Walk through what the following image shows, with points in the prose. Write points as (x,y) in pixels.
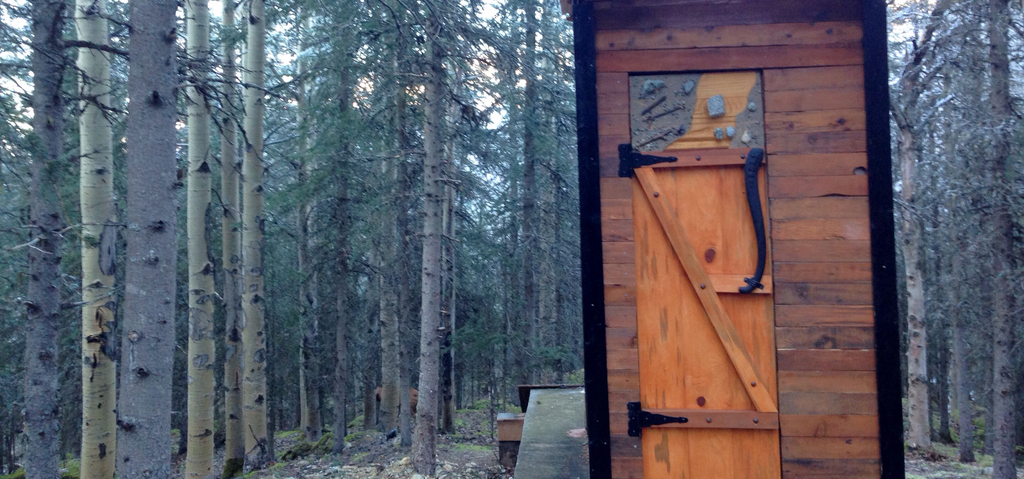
There is a wooden wall (625,74). In the back (314,229) there are trees (420,190).
